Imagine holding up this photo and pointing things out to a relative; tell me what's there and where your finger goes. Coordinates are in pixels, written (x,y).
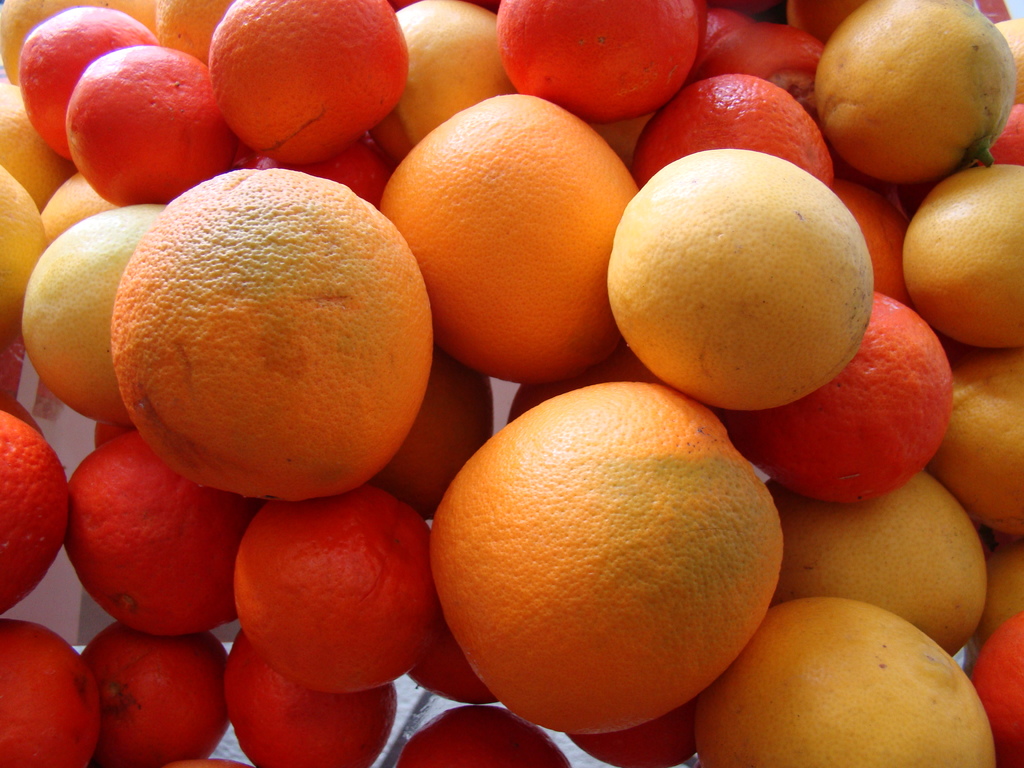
In this picture I can see a number of fruits (502,266).
